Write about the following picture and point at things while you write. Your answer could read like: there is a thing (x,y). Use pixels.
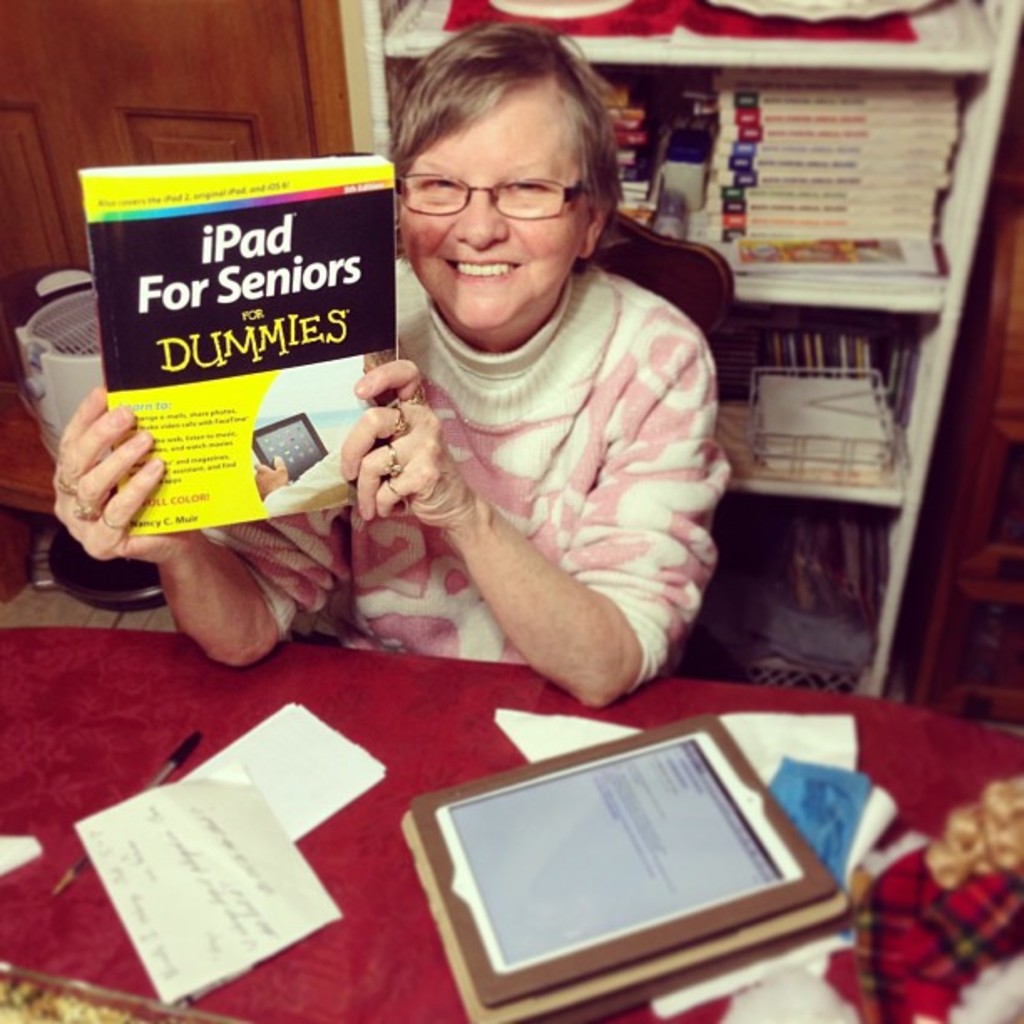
In this image we can see this person (442,624) wearing white color jacket (538,477) and spectacles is sitting on the chair (708,320) and holding a book (181,402) in the hands (371,433). Here we can see the iPad (759,838), some papers (803,805) and pencil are kept on the table (84,754). In the background (326,45), we can see the books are kept on the shelf (377,6) and here we can see some object (59,391) and wooden cupboards (309,74).
